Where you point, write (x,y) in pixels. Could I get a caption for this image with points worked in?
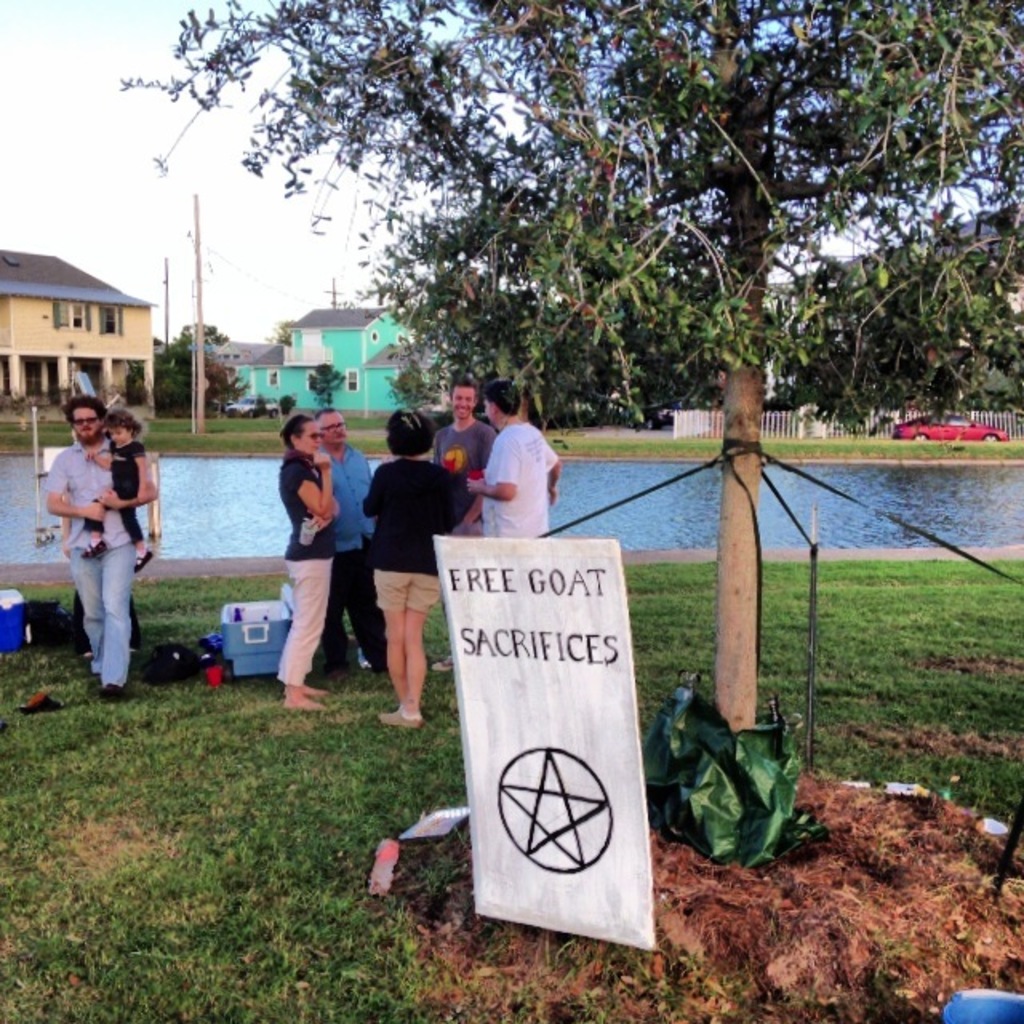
In the picture I can see a few people (372,609) standing on the side of a lake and they are having a conversation. There is a man (75,408) on the left side (117,442) is carrying a baby (135,519). In the foreground of the picture (614,782) I can see the banner board (567,646) and there is a tree (654,244) on the right side (761,281). In the background (39,348), I can see the houses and cars (914,432). There are clouds (101,108) in the sky (186,178).
